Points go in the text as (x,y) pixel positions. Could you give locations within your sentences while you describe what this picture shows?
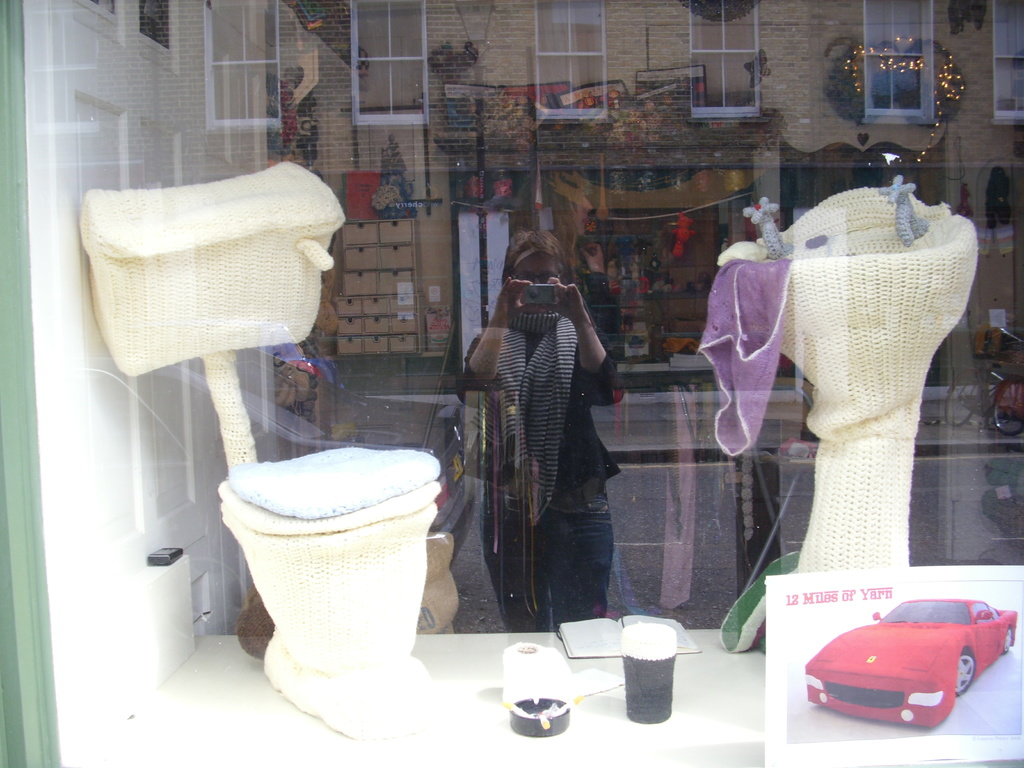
In this picture I can see wash basin (814,278), commode (367,472). In the reflection (551,612) of the glass (520,258) I can see the buildings (584,176). I can see a woman (545,281) holding the camera (544,295).
